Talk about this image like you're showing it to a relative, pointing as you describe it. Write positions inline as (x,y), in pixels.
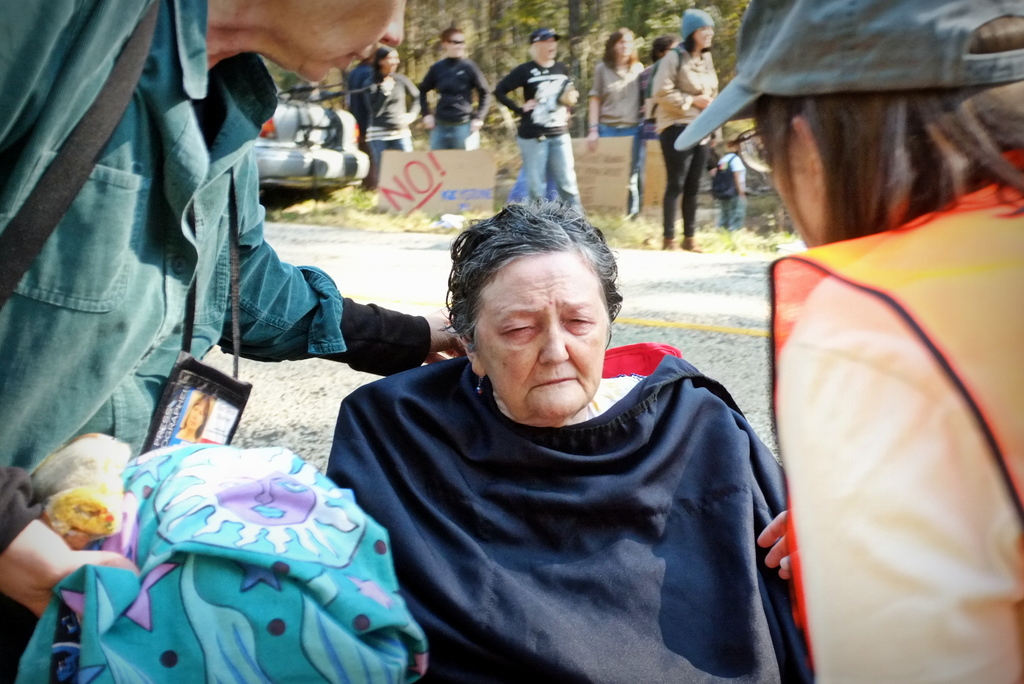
In this picture there is a woman (719,392) who is sitting on the road (686,287) and she is wearing a black dress (650,620). On the right (821,631) we can see another woman (827,334) who is wearing cap (870,10) and shirt (843,464). On the left (42,432) there is a man (283,301) who is wearing t-shirt (216,254) and bag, he is holding a cloth (304,595). In the back (302,110) we can see the group of persons (527,142) were standing near to the boards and car (298,156). On the top (488,140) we can see many trees (527,20). Beside the road (644,281) we can see the grass (605,232) and plastic covers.
